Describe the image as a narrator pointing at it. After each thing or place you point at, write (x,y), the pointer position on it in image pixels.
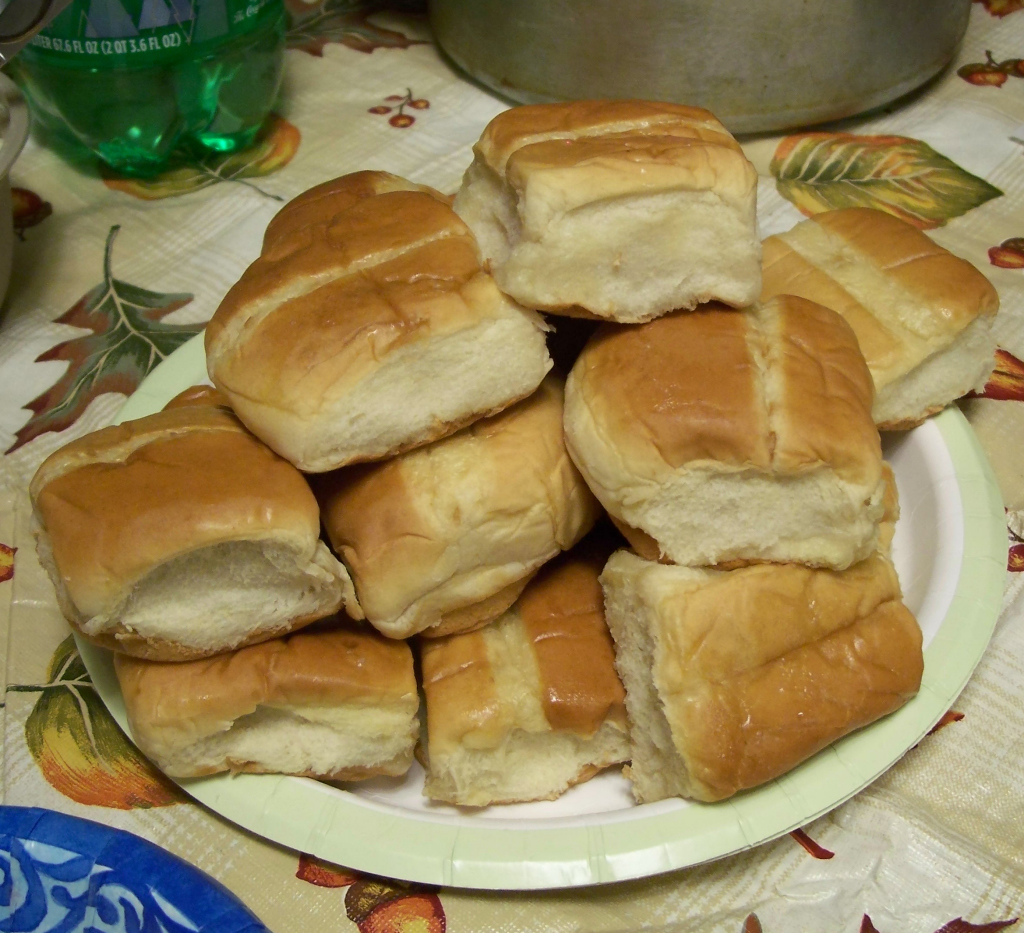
In this image we can see the food items (748,409) on the plate (692,836) which is on the table mat (842,865). We can also see a bottle (222,115), bowl (12,118) and also the container (603,90).
